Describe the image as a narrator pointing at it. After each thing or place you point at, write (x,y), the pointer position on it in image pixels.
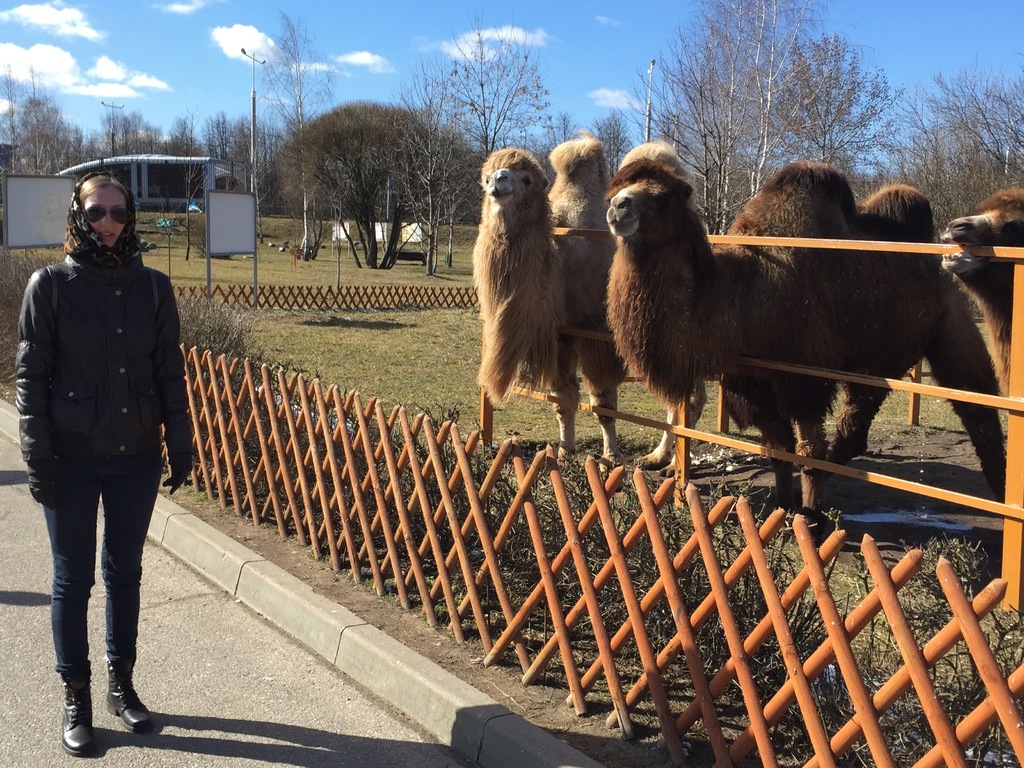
In this image I can see the ground (214,644), a person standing on the ground (230,656), the railing (476,498), few animals (576,273), few trees (454,181), few poles (252,238) and few boards (219,217). In the background (138,107) I can see the sky (345,87).
